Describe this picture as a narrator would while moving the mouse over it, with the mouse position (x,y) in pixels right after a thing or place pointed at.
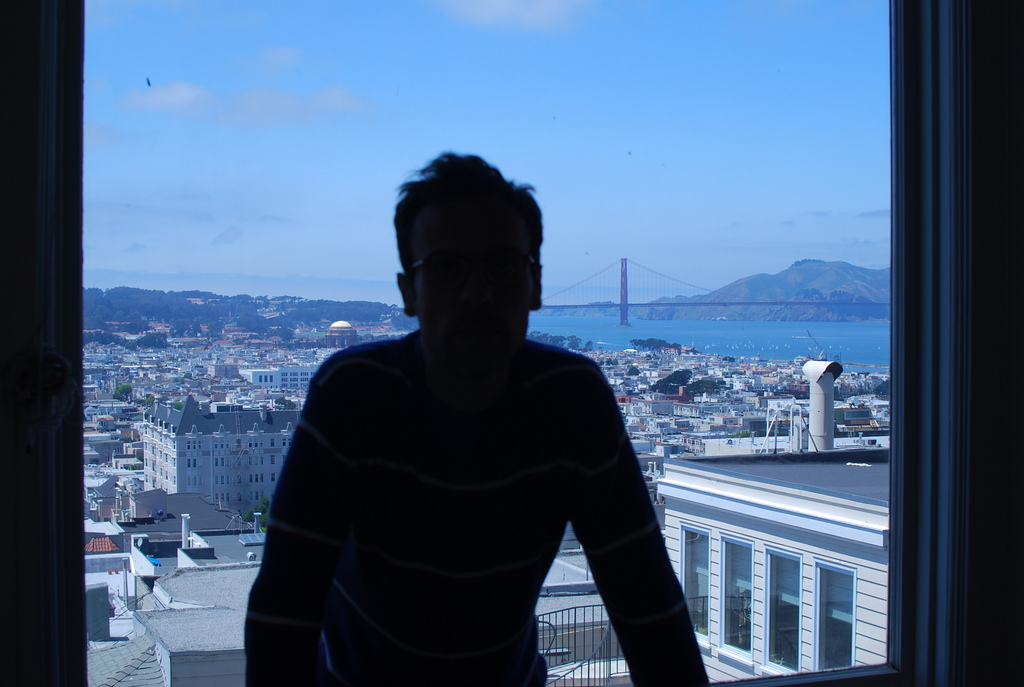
In this image there is a man (442,562) standing in middle of this image (348,437) and there are some buildings (234,498) in the background (625,370). There is a bridge (664,285) on the right side of this image (758,305) and there is a sky (398,131) on the top of this image (311,142).
